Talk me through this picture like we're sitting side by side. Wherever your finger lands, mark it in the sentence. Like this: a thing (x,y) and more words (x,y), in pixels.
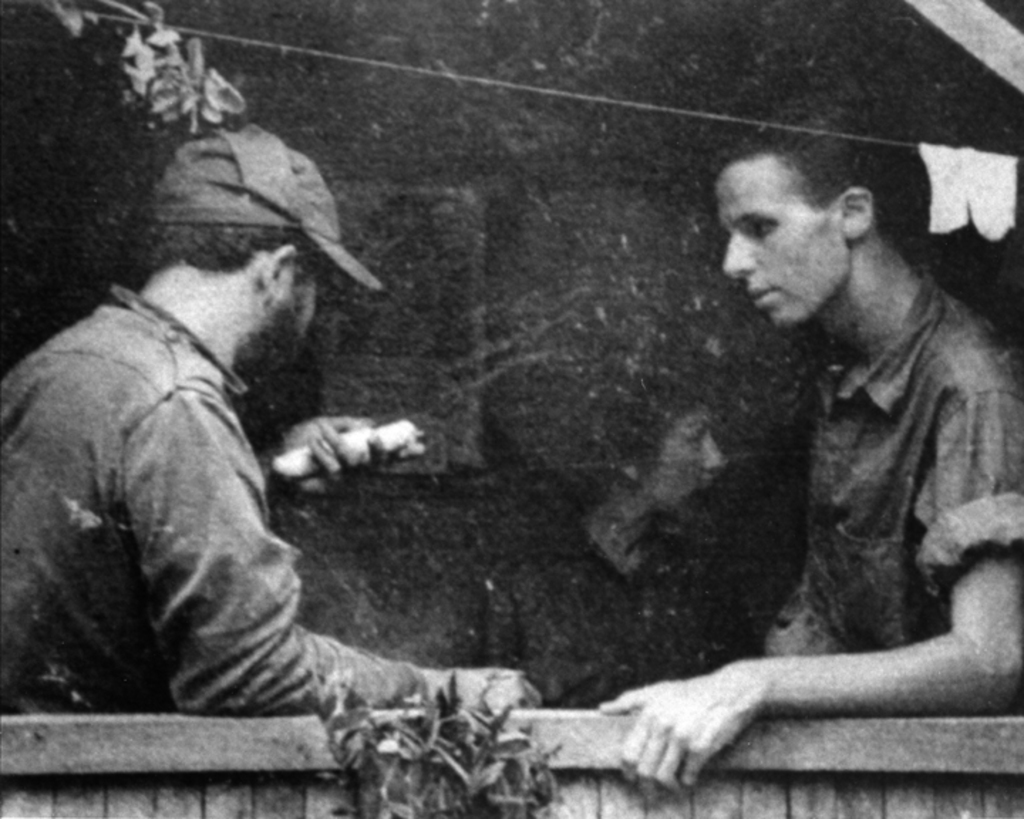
In this image we can see two persons (854,267) are standing, he is wearing the shirt (834,605), at background (505,400) it is black.
